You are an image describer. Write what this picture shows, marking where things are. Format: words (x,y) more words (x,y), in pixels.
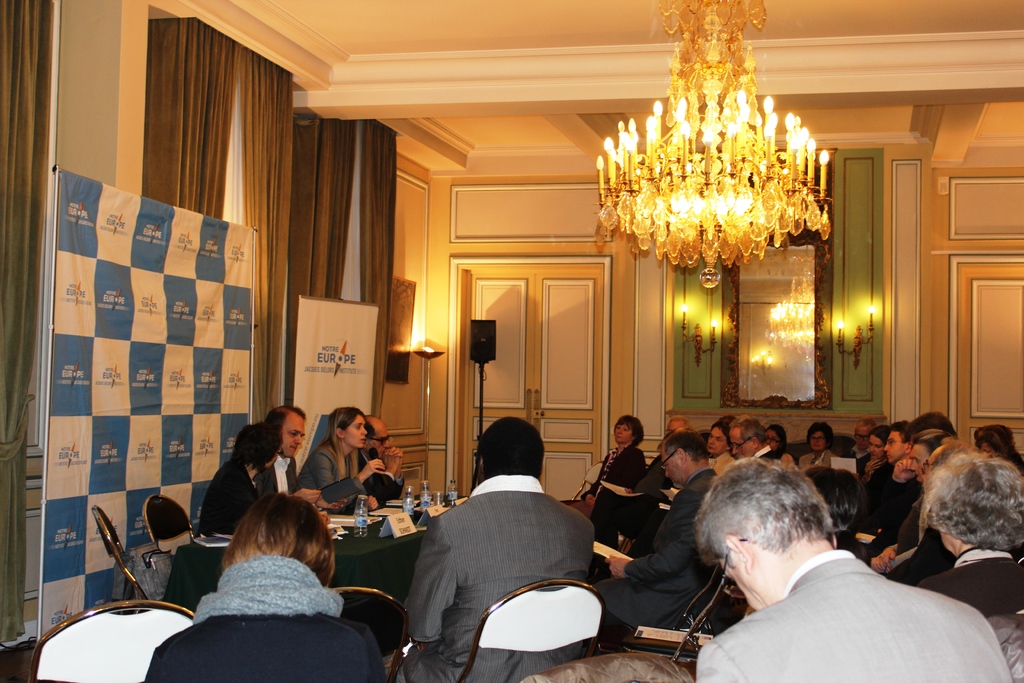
In this image we can see a group of people (927,633) sitting on chairs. On the left side of the image (224,537) we can see a woman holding a microphone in her hand (368,476), group of boards (408,523) with text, bottles (423,491) and papers (396,508) are placed on the table (369,570). In the background (187,410), we can see banners (184,393) with text (339,363) are placed on the floor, speaker (493,352) on a stand (482,389), lights (855,343), a mirror (793,342) on the wall (844,396) and some curtains (382,202). At the top of the image (768,208) we can see the chandelier (736,192).
